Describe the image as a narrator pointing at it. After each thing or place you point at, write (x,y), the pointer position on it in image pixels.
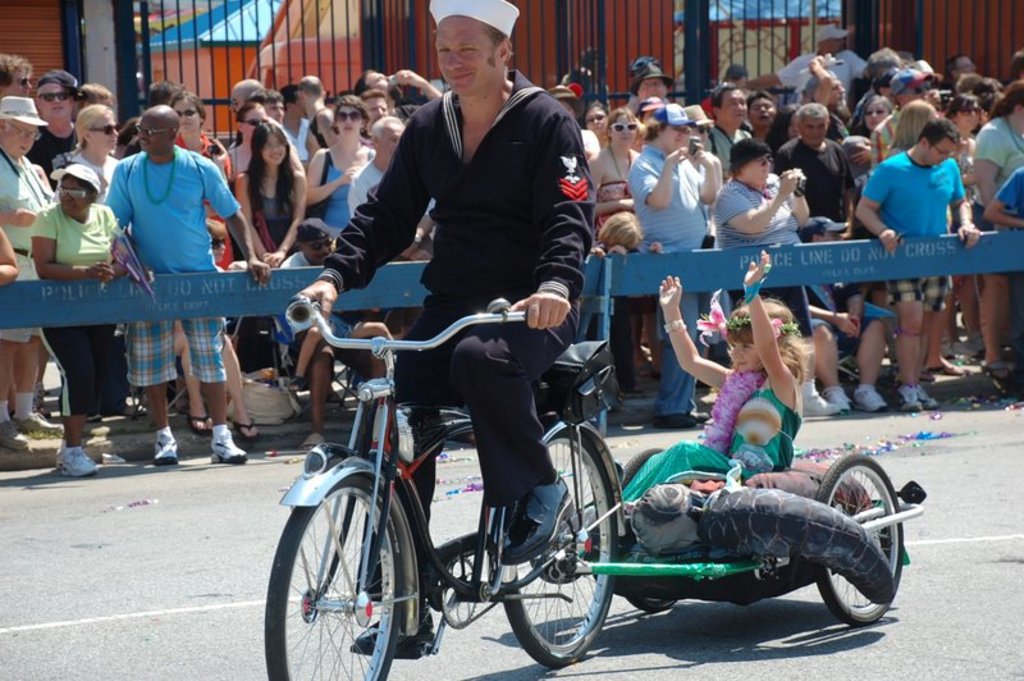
In this image I can see a number of people (70,422) where a man (430,570) is cycling his cycle (452,437). I can also see a girl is sitting here.
